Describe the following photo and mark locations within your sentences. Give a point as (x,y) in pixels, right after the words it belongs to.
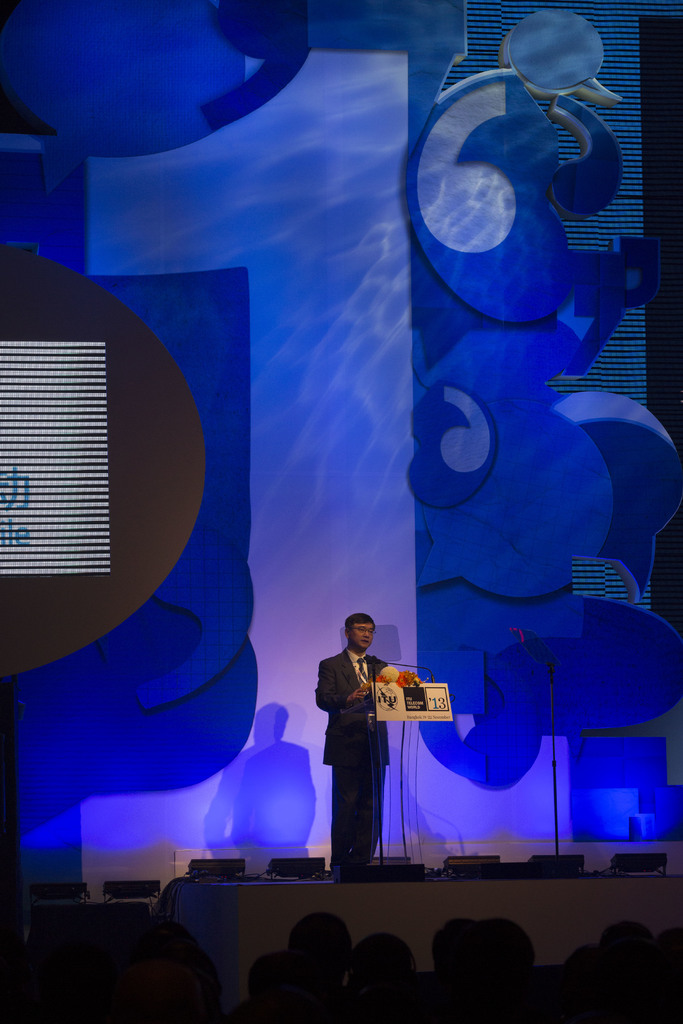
In the picture we can see a man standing on the stage (555,882) and giving a speech and he is wearing a black color blazer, with tie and shirt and in the background (155,697), we can see a wall (195,669) with an image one and blue color light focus on it and near to the man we can see some people (357,996) are standing and watching him.
